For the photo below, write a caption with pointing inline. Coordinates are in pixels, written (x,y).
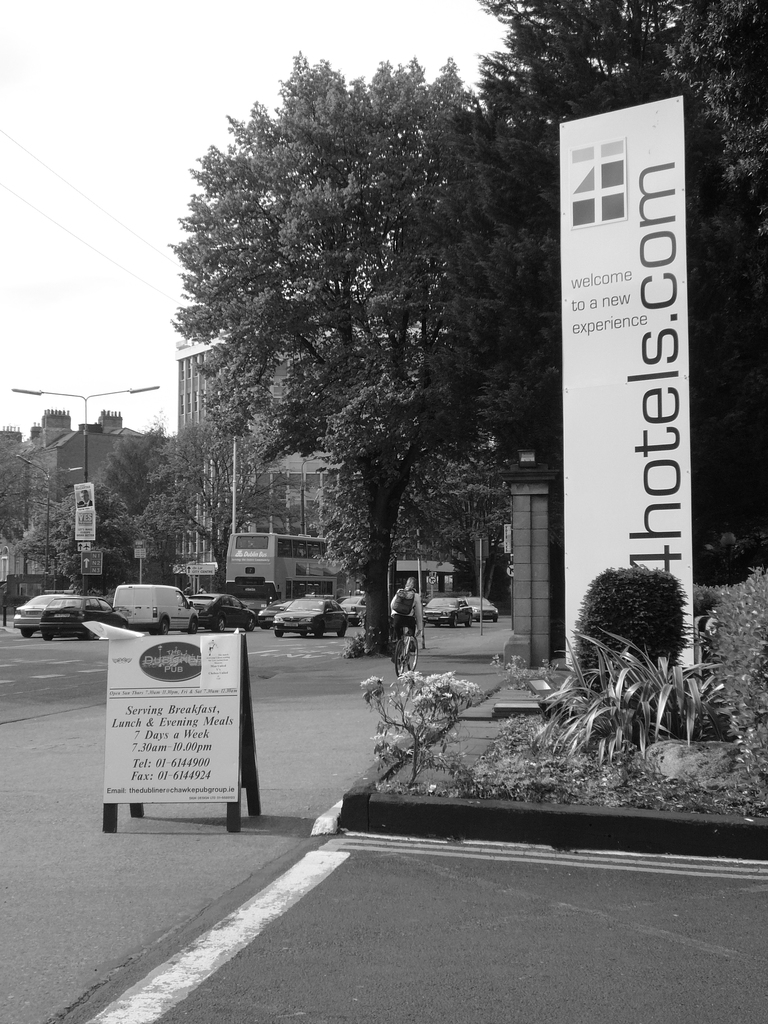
In this image there are some trees (406,357), buildings (258,468), poles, lights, boards (199,728) and there are some vehicles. In the center (410,584) there is one person (401,623) who is sitting on a cycle (401,653), and at the bottom (278,846) there is a walkway (199,884). And on the right side of the image (663,673) there are some plants (744,665). At the top (130,172) there is sky (124,195) and some wires (162,254).
